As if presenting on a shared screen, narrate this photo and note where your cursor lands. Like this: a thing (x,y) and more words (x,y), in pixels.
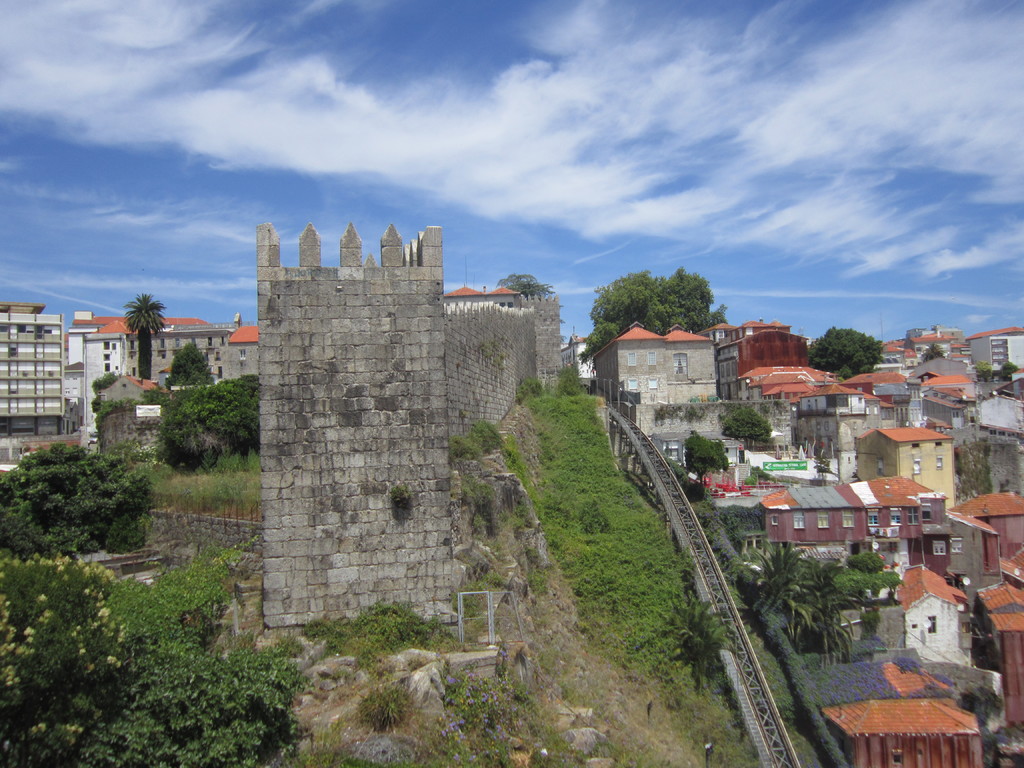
In the picture there are many buildings (674,357) present, there are trees (242,435), there is a cloudy sky (676,133).
